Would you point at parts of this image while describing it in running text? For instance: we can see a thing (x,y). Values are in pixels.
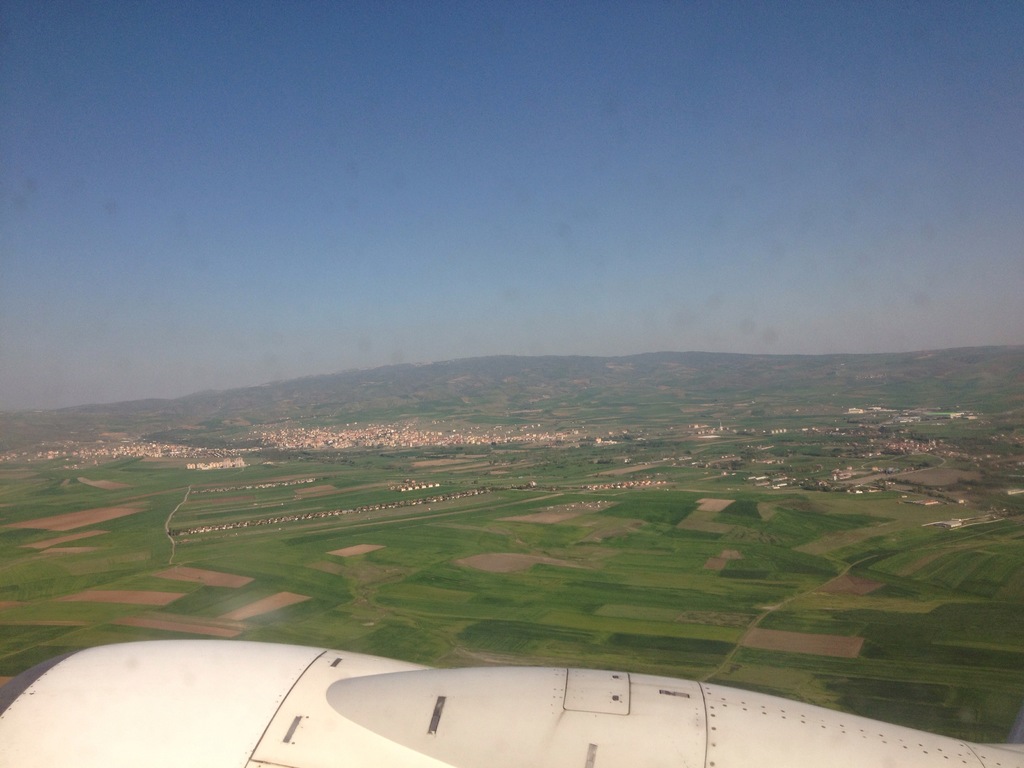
In the image we can see a flying jet (308,709) in the sky (277,236). This is a grass (271,559) and pale blue sky (215,215).
